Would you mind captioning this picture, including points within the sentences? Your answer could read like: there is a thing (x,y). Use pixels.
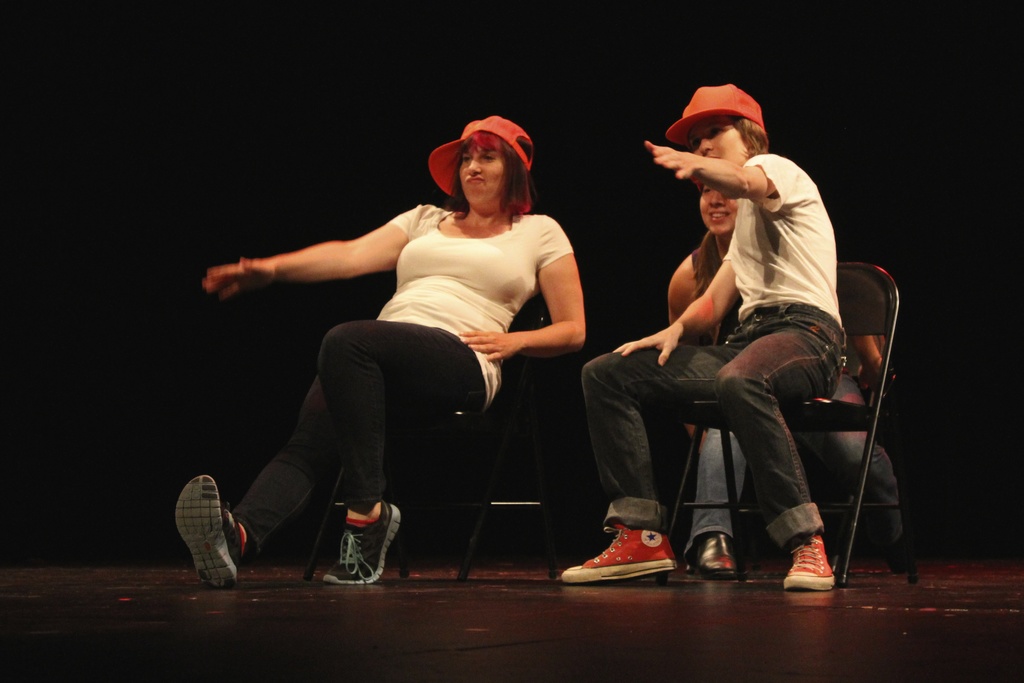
In this picture we can observe three members (658,376) sitting on the stage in the black color chairs (876,303). Two of them were wearing white color T shirt (488,272) and red color caps (739,112) on their heads (473,158). The background (186,120) is completely dark.
